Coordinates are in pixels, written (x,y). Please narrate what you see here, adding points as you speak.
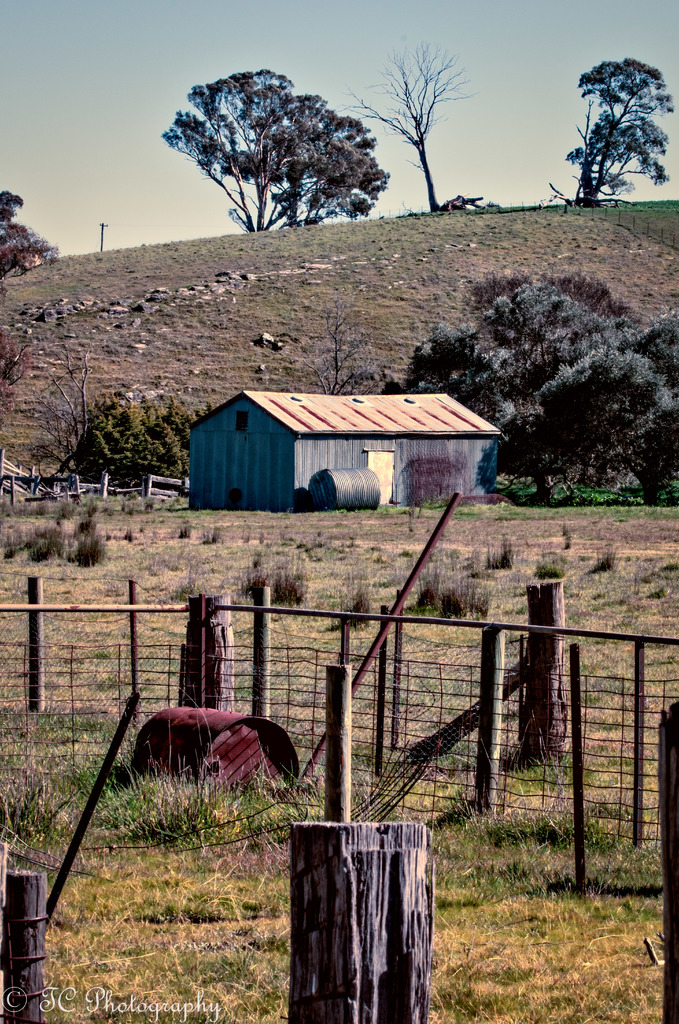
In this image, we can see a house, trees (366,375), plants (602,355), wooden objects (368,855), mesh (384,714), rods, few objects (247,773) and grass (221,902). On the left side (136,1016) bottom corner, we can see a watermark (155,1007). Top of the image (175,93), we can see the sky (122,108) and hill (292,246).
